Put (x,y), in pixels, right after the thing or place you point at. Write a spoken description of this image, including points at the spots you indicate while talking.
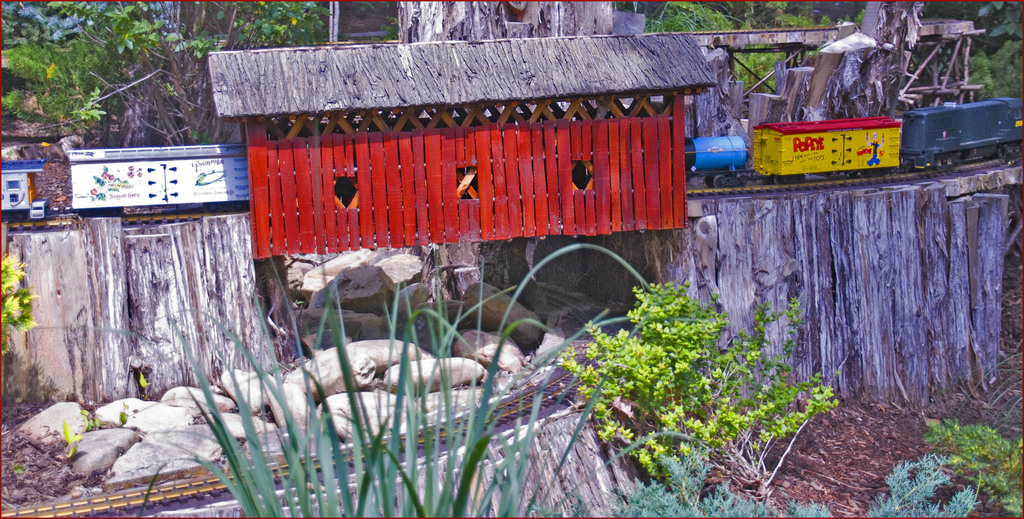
In the picture we can see a setting of a plant (678,451) and near to it, we can see some wooden railing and a small hut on it which is red in color and we can see a train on the track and behind it we can see plants (174,91).
